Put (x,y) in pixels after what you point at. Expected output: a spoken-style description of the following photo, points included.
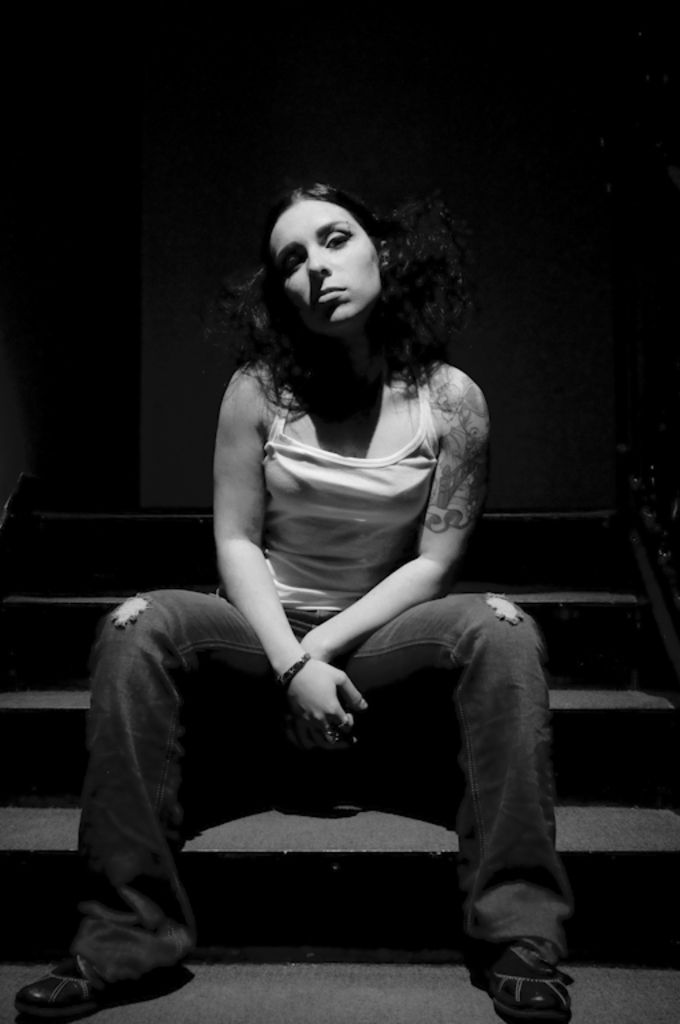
In this image we can see a lady (383,627) sitting on the stairs (599,784). In the background (508,297) there is a wall (560,329).
